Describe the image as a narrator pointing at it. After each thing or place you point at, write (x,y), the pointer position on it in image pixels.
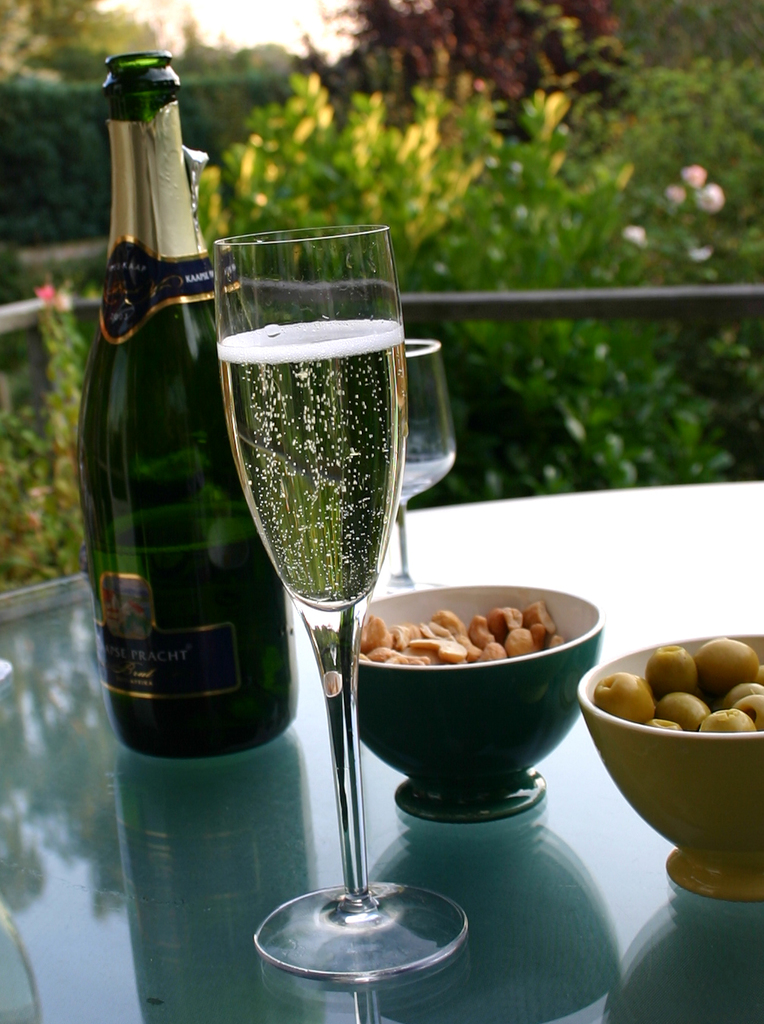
In the image we can see on the table (382,826) there is wine bottle (200,448), wine glass (333,367) and in bowl (466,667) there are cashew nuts (460,638) and olives (692,711) and at the back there are lot of trees (432,332).
